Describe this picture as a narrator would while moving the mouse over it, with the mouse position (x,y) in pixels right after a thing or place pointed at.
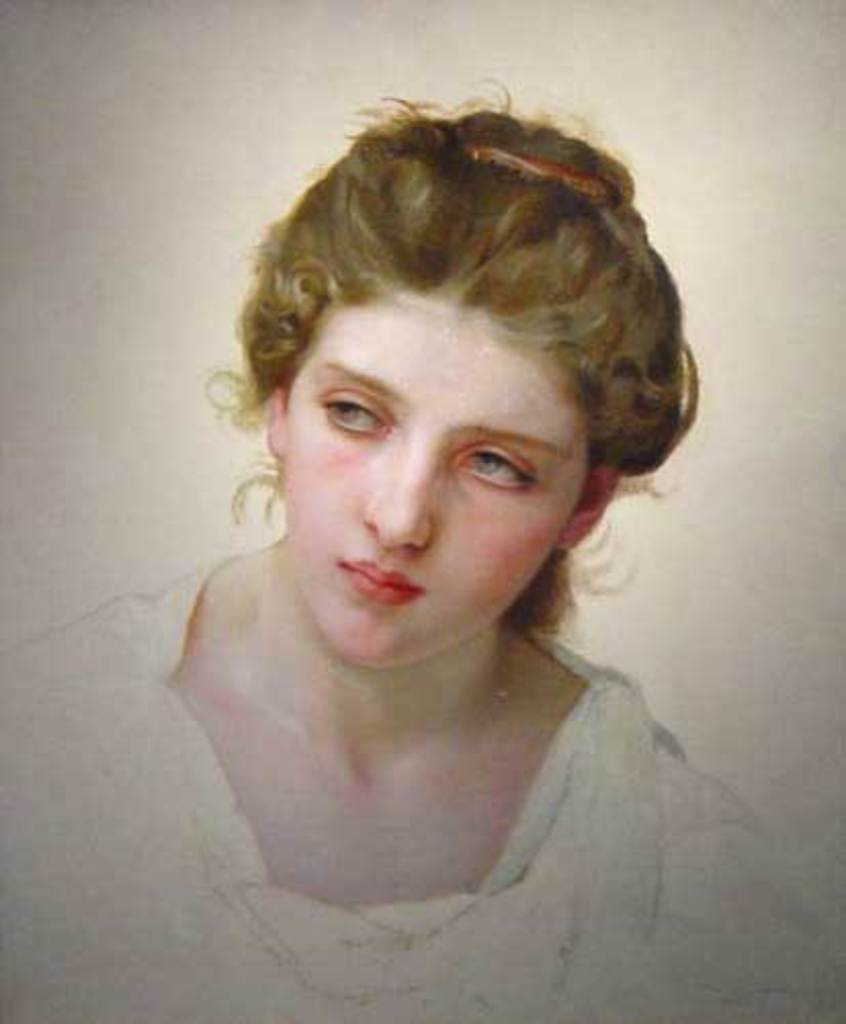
This is a picture of a painting (72,834). In this picture we can see a woman (313,456).
